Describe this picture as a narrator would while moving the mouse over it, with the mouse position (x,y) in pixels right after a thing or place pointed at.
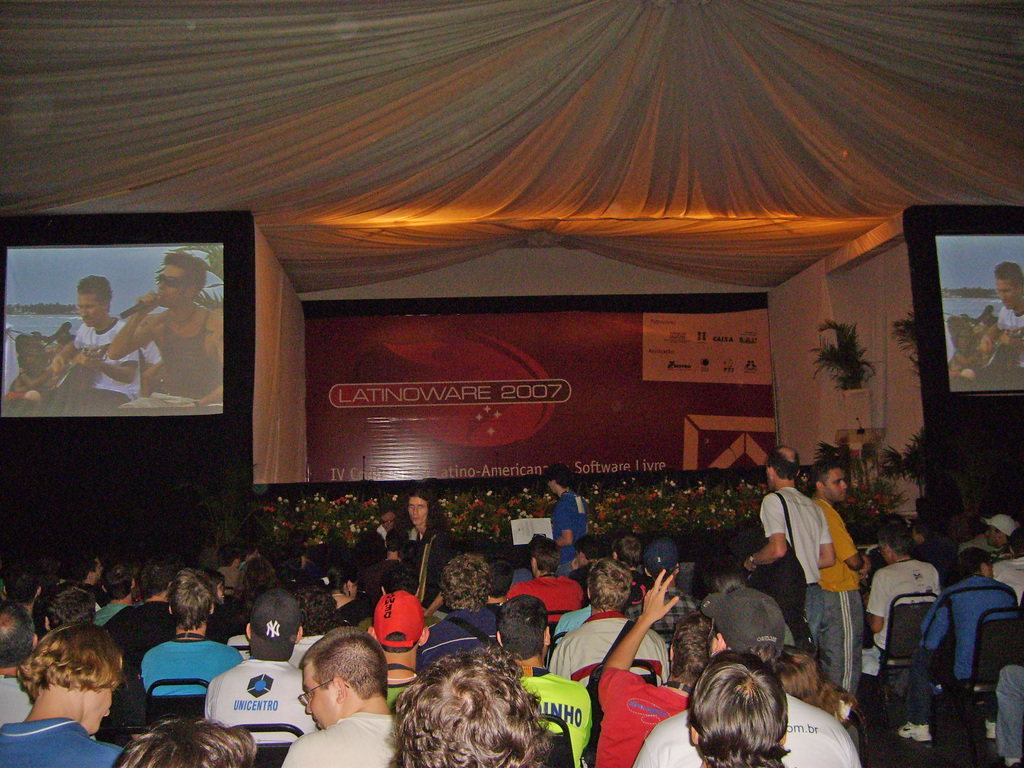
In this image I can see group of people (635,566), some are sitting and some are standing. In the background (38,280) I can see two screens (75,268) and I can also see the banner (532,371).
